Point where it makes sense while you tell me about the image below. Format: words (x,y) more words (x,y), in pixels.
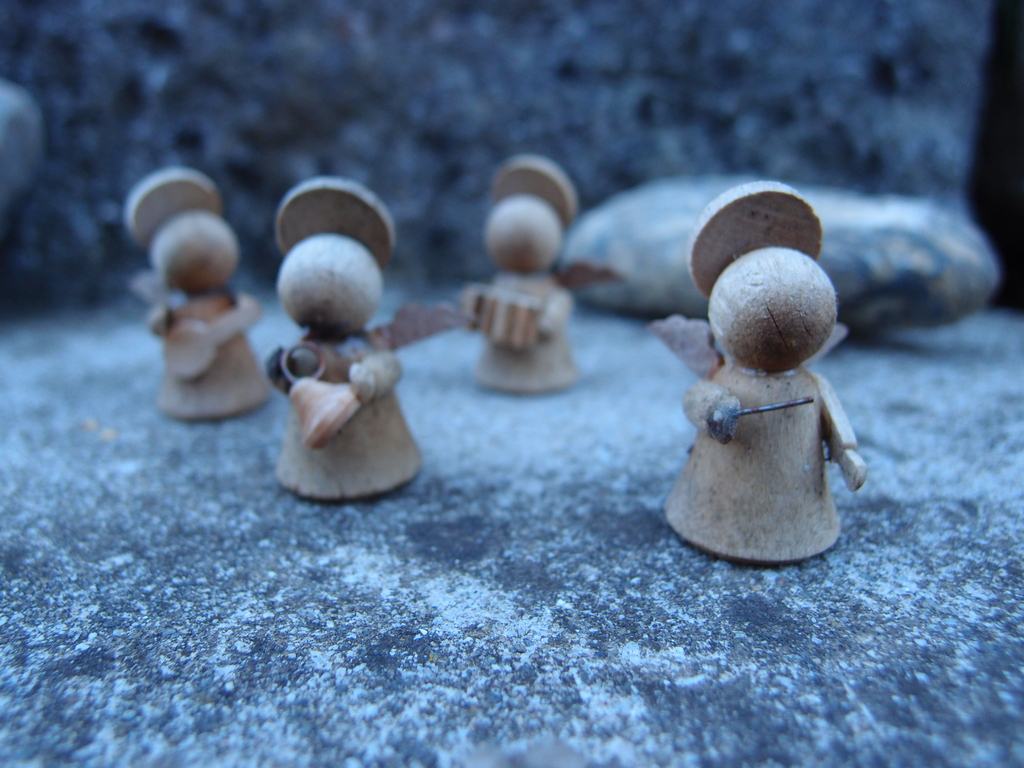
In this picture we can see toys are placed on the floor (295,596).
